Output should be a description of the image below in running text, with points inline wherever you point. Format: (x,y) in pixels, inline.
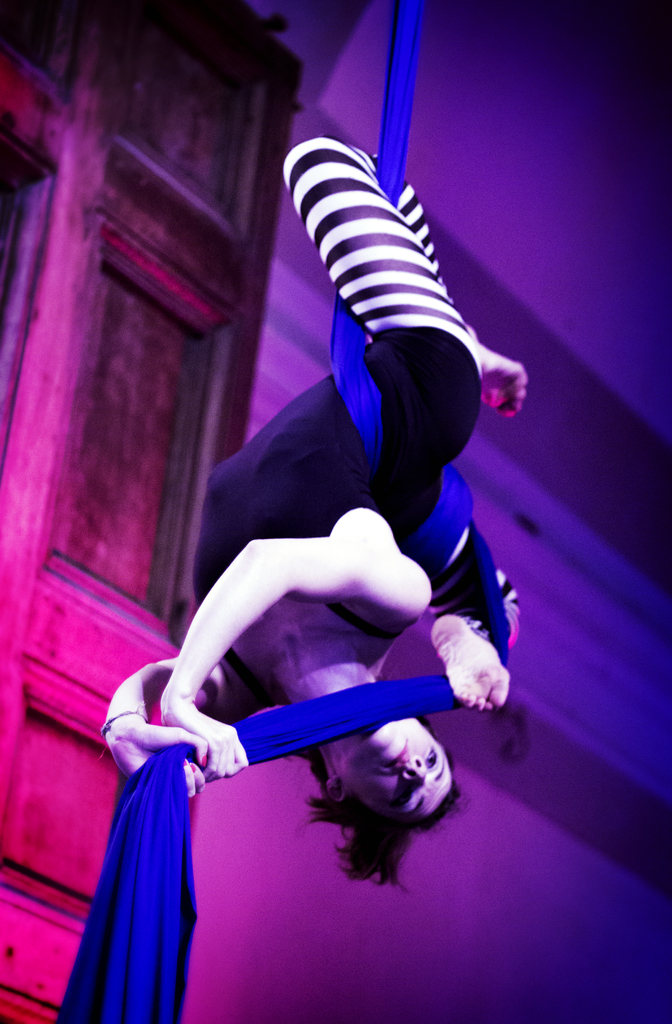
Here we can see a woman (435,410) holding a cloth (123,1003). In the background (519,733) there is a door (237,310) and a wall (599,847).
